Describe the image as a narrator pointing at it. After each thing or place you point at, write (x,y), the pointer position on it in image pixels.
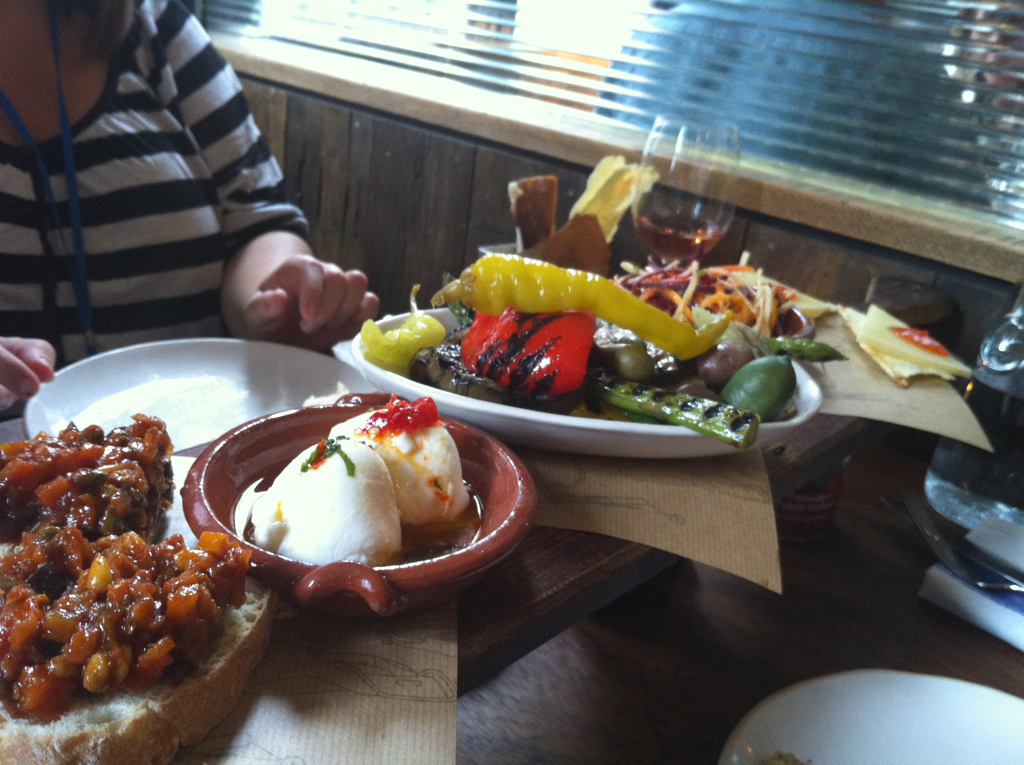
In this picture there is a person (113,143) sitting. There are food items (631,292) on the plate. There are plates (892,705) and there is a bowl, glass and bottle (976,507) on the table (812,559). At the back (715,113) there is a window (775,92).
